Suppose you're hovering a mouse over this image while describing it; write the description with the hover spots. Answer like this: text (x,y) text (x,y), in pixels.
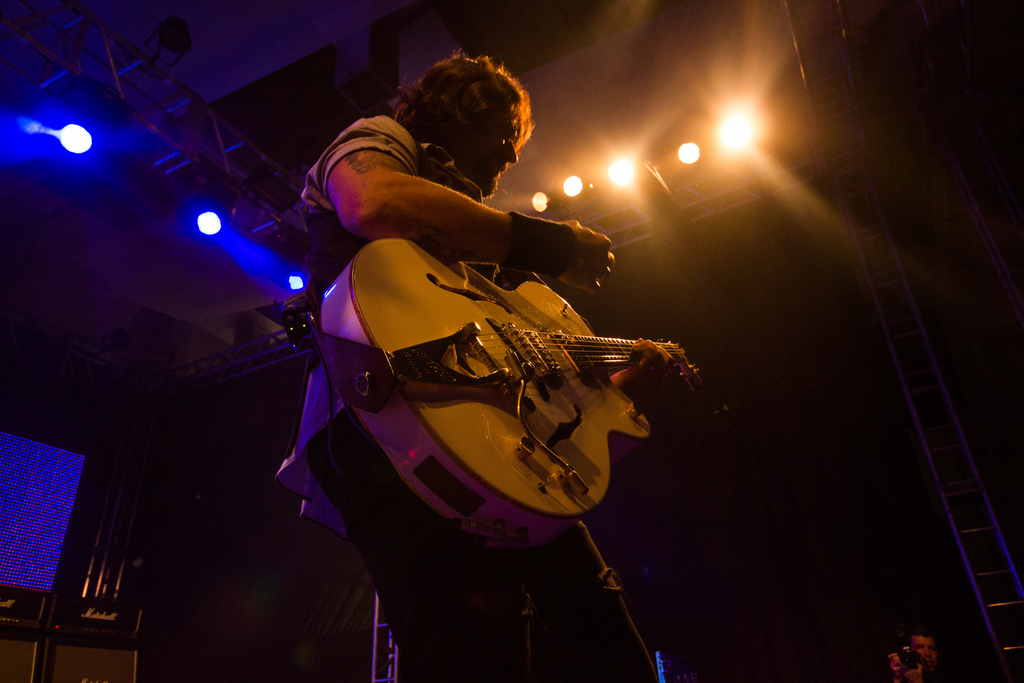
There is a person (420,225) wearing a wrist band (554,262) is holding a guitar (533,355) and playing. On the top (609,175) there are lights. On the right side (927,409) there is a ladder (973,488). Also there is a person (918,669) holding a camera (906,657). On the left side (57,493) there is a screen (70,505). And there are rods (120,90).
